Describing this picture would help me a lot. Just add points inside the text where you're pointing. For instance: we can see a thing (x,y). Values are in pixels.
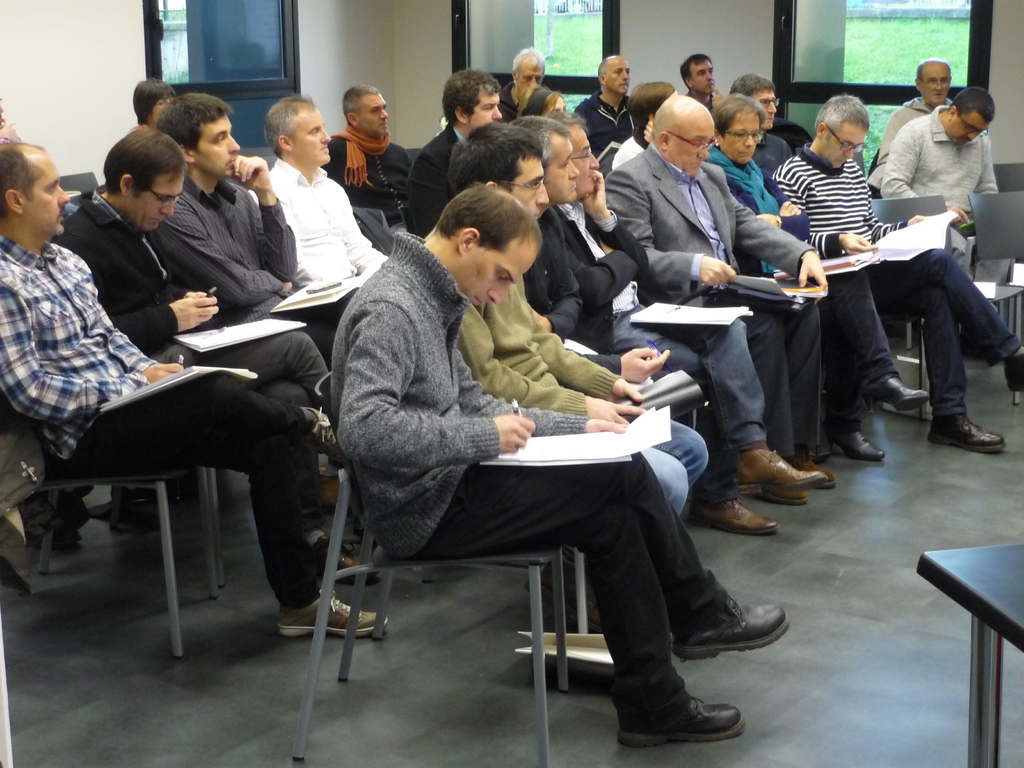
Every person (263,267) is sitting on a chair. Many persons (499,473) hold a paper (199,335). This person (438,385) is writing on a paper (519,450). This is a window (533,28). The grass (879,49) is in green color.
